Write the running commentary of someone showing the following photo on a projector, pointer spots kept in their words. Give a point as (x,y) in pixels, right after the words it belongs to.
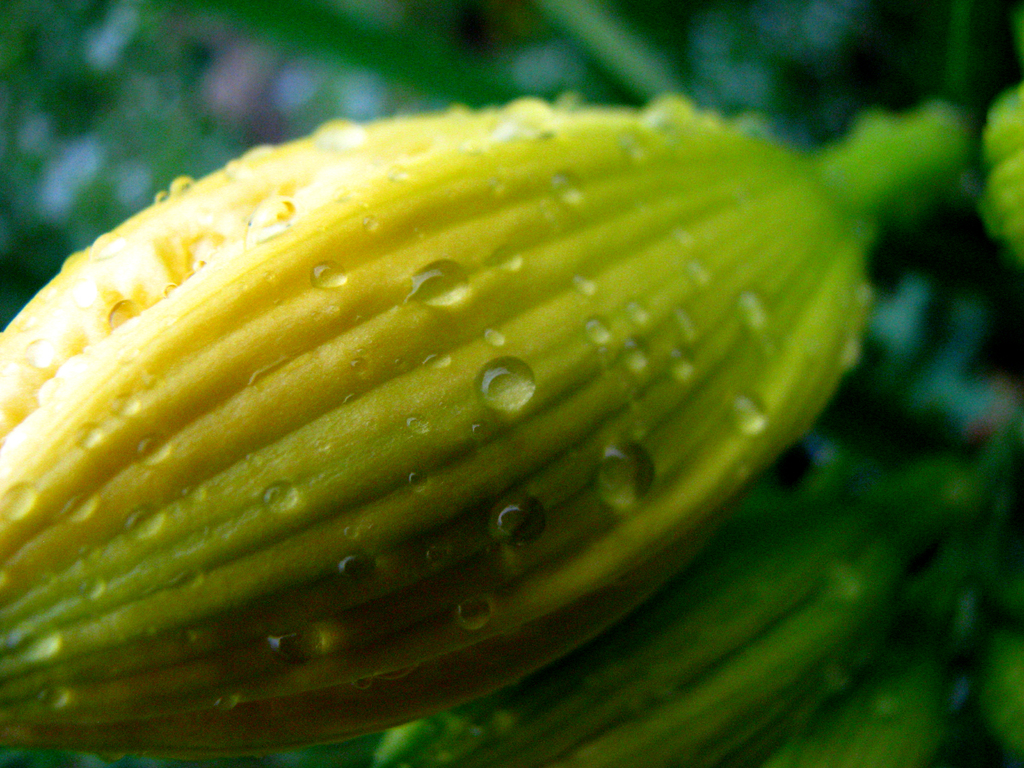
In this image I can see a green and yellow colour flower bud (444,337) in the front (679,296). I can also see few green colour things (782,632) on the bottom side (744,628) and I can see this image is little bit blurry in the background (1012,178).
